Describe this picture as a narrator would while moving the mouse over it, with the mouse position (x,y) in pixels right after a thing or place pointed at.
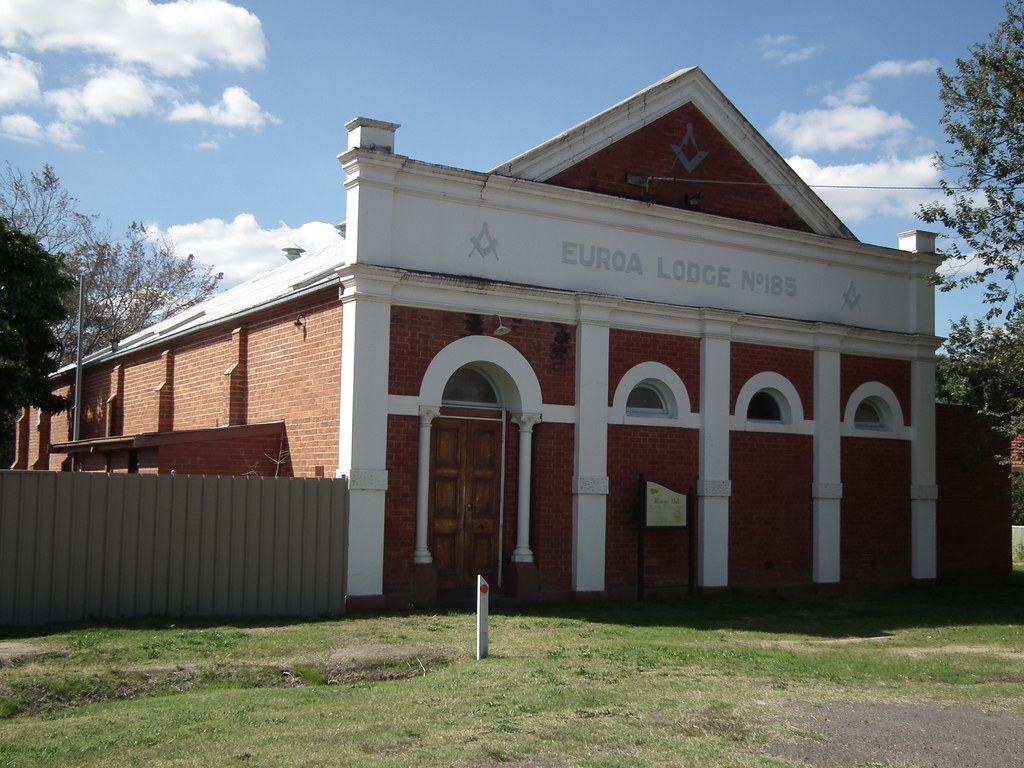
In this image we can see a pole (484,616) and grass (515,683) on the ground (540,631). We can see a building (527,531), doors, fence (208,570), trees (137,330), poles (79,306) and clouds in the sky (857,34).
